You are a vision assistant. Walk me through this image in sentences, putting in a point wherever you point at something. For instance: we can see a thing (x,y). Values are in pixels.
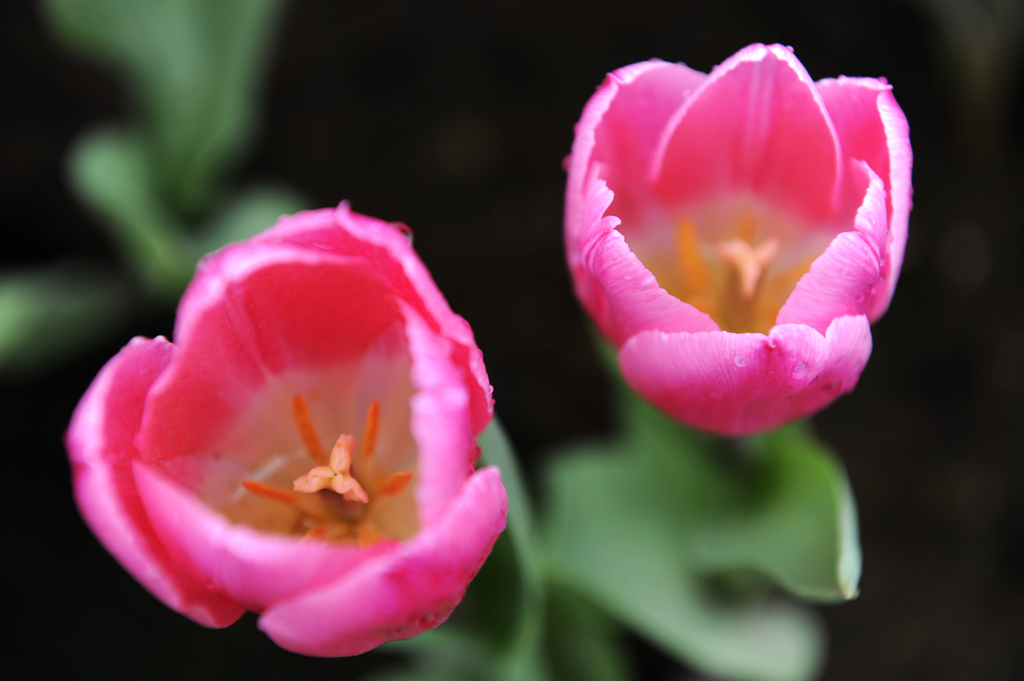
In this picture there are flowers (706,157) on the right (737,240) and left side of the image (336,300), which are pink in color.
